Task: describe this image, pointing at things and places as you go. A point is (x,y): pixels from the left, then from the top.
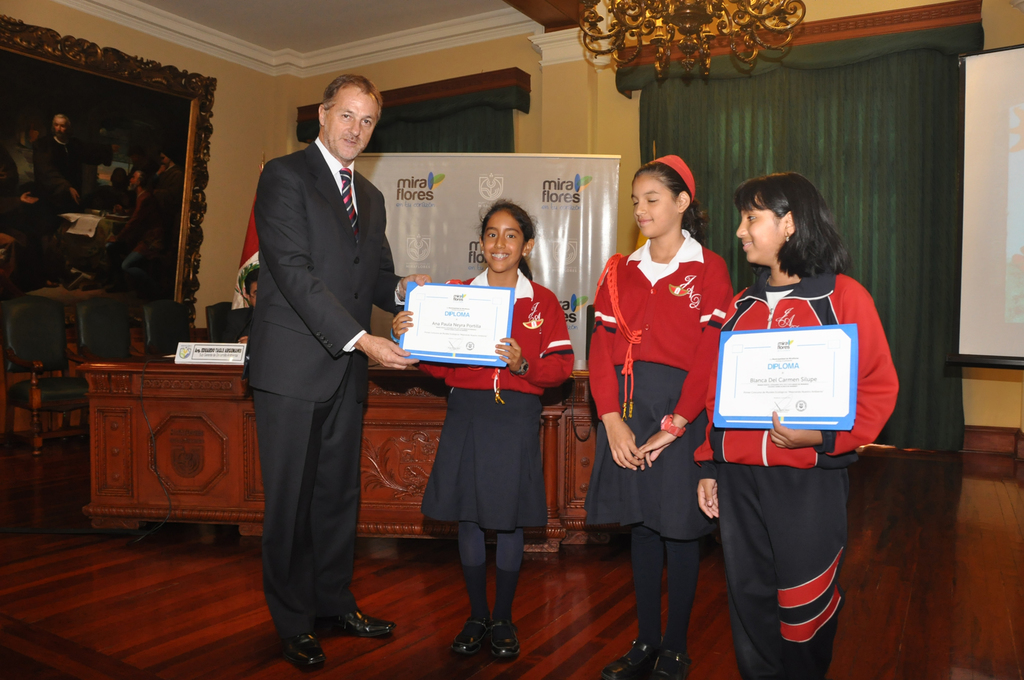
In this image there are three persons (271,221) standing and holding the certificates (438,342), a person (643,676) standing, a person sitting on a chair (219,321), flag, table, name board (236,347), banner (475,263), screen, chairs (179,330), curtains (681,144), chandelier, frame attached to the wall (219,103).
